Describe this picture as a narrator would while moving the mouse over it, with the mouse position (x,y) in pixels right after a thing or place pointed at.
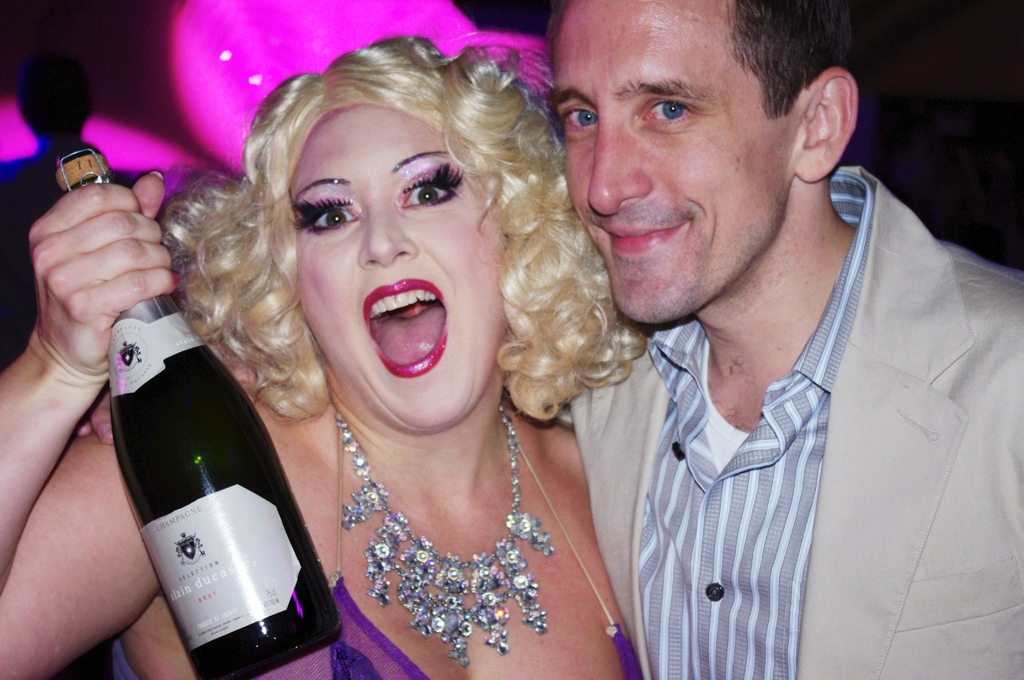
In this image in the foreground (596,297) there is one man (707,459) and one woman (298,254) and woman (315,232) is holding a bottle (128,390) and screaming, and in the background (239,145) there are some objects (285,55).
